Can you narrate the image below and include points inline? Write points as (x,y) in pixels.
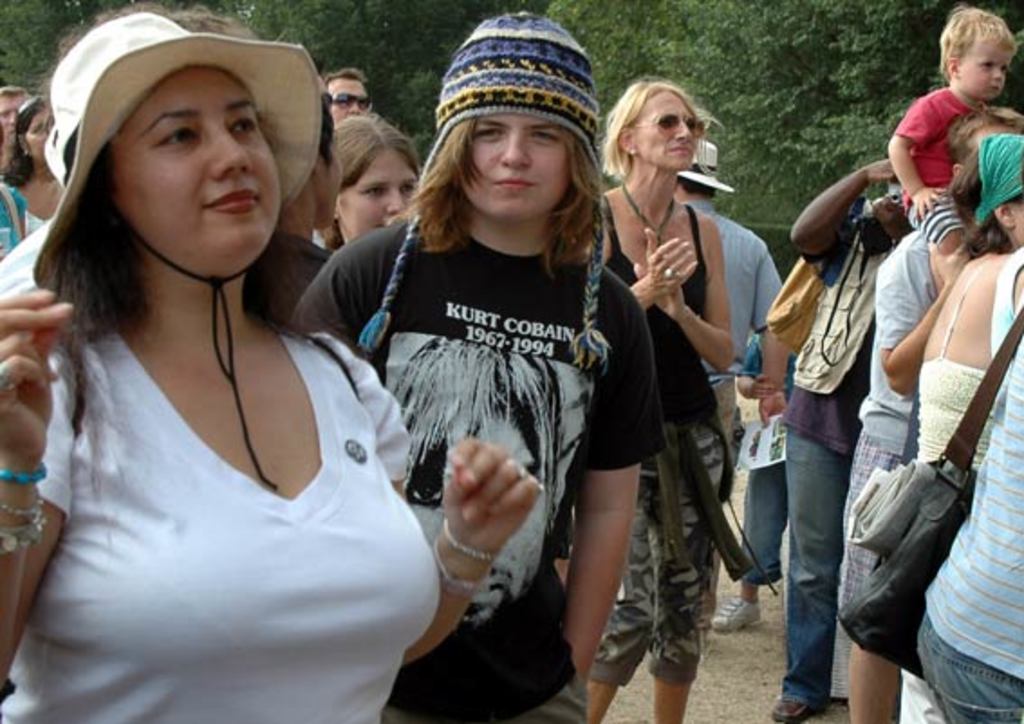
This picture describes about group of people (434,437), few people (388,304) wearing caps (206,43), on the right side of the image (838,308) we can see a person (835,252) is holding a camera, in the background (816,175) we can see few trees (732,89).
